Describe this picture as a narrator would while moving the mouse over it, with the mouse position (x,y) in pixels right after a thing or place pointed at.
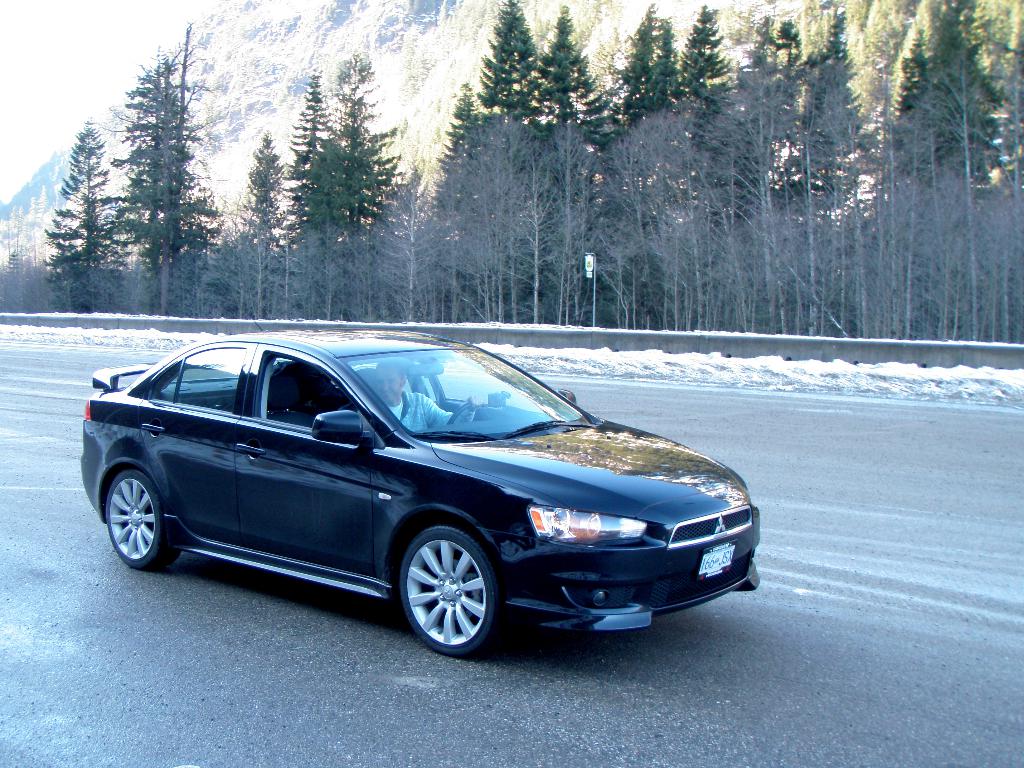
In the foreground of this picture (331,550), there is a black car (458,506) moving on the road (925,412). In the background (616,217), there are trees (562,264), a pole (592,275) and the sky (54,57).
